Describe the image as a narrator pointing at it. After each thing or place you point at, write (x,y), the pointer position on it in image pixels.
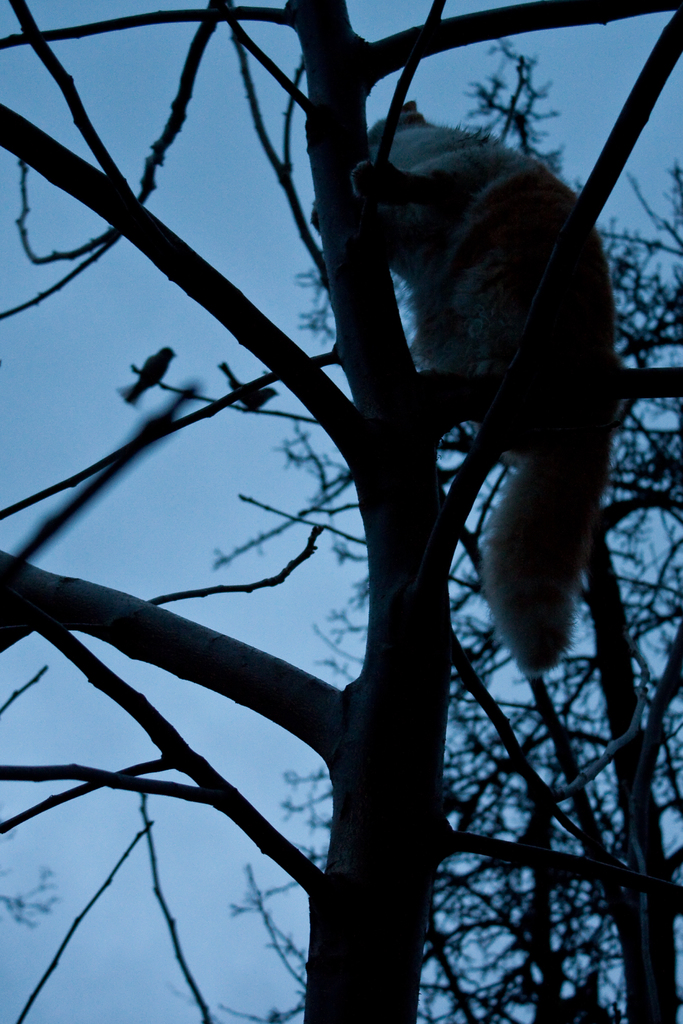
In this picture we can see there is an animal (491,312) and two birds (167,363) are on the branches (403,383). Behind the animal (493,341) there are trees (393,549) and the sky (292,549).
